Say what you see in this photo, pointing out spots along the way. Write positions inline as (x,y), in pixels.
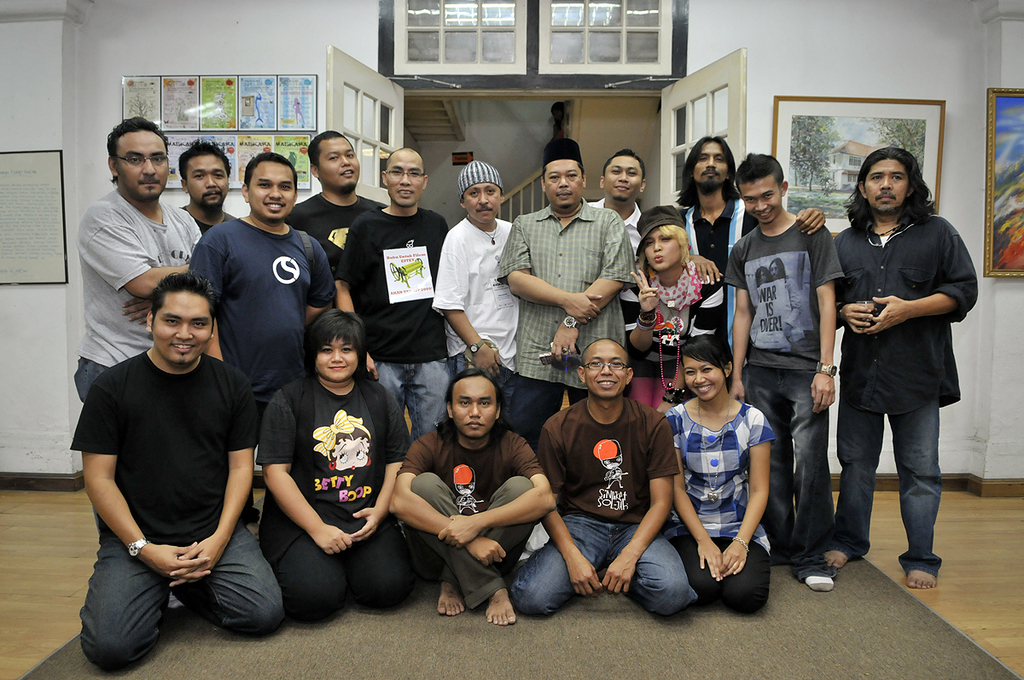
In this image we can see group of persons (499,374) sitting and standing on the floor (671,649). In the background (266,102) we can see photo frames (236,106), door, stairs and wall (818,40).
